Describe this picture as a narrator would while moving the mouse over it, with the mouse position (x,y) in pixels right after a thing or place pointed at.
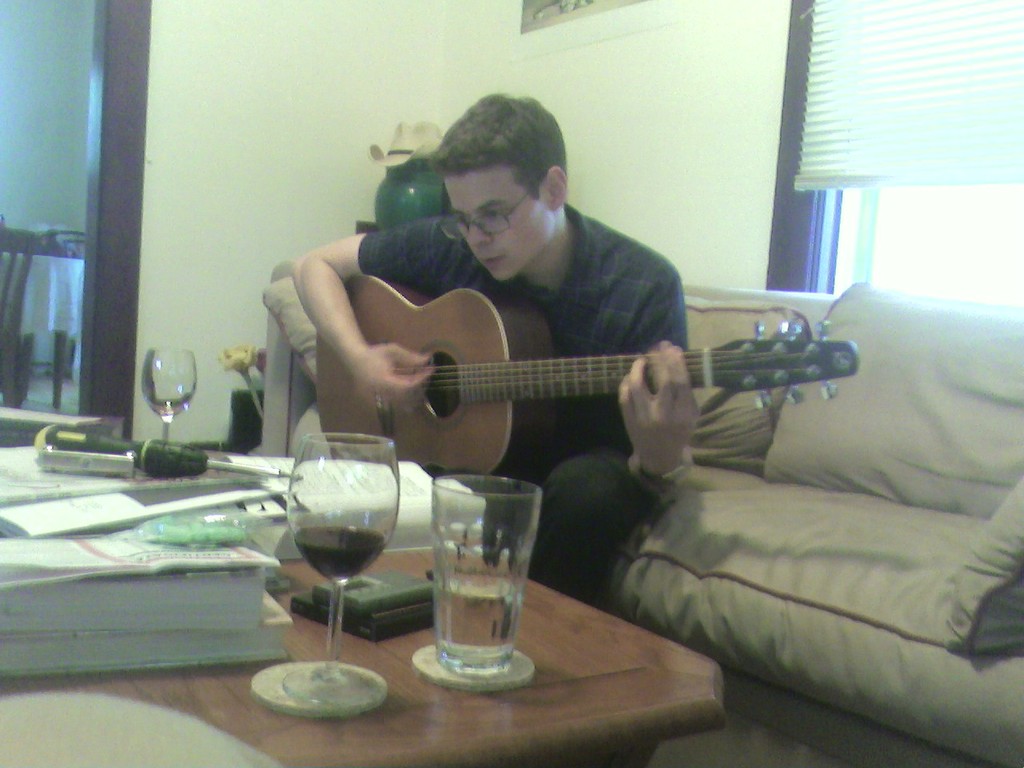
A man (633,343) is sitting on a sofa (706,472) and he playing guitar (570,368) and there are some pillows (877,391). In front of him there is a table (561,607). On that table (594,637) there is a glass (497,599), a tool (159,458), books (170,589), papers (211,562). Behind him there is a window (841,156).
